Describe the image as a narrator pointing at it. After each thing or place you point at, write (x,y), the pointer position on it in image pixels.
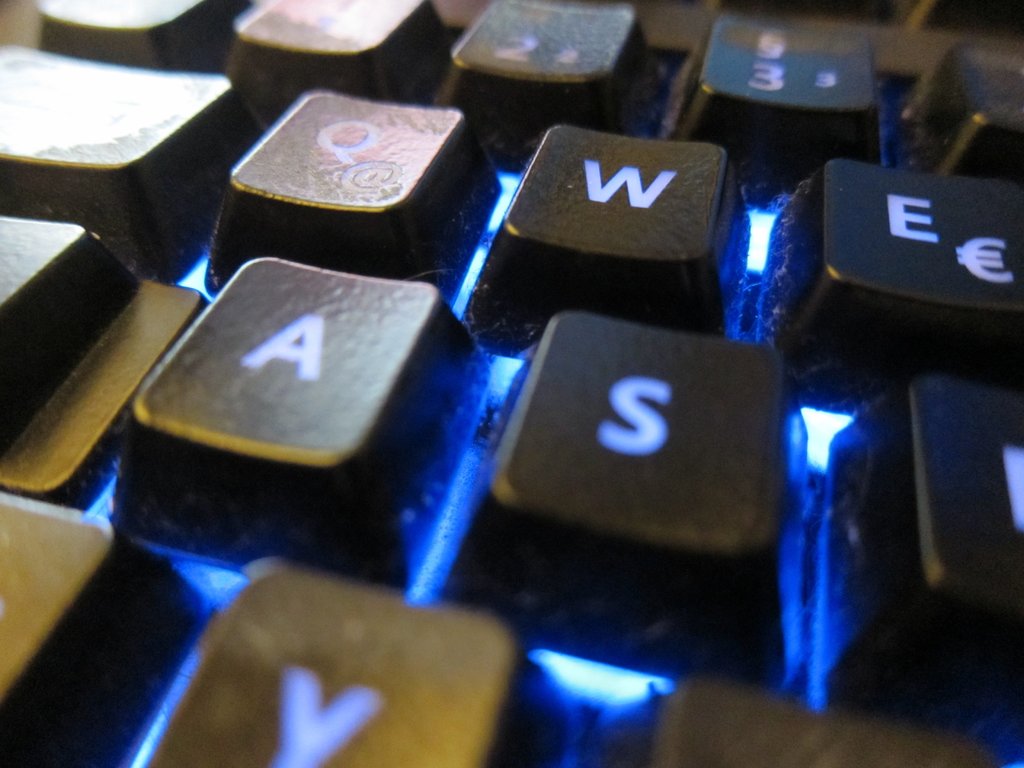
In this image I can see few black color keyboard keys (261,567). I can see the blue color light (761,288).
